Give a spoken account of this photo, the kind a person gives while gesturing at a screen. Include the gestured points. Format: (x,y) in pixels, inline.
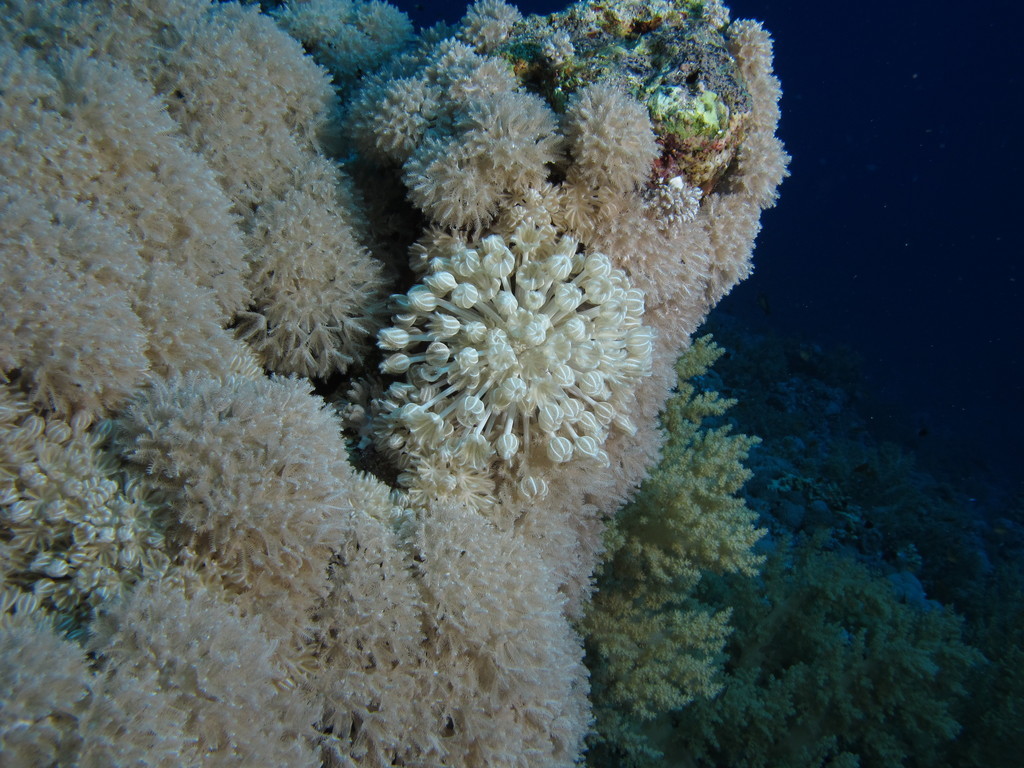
In this image there are underwater plants (630,444).
